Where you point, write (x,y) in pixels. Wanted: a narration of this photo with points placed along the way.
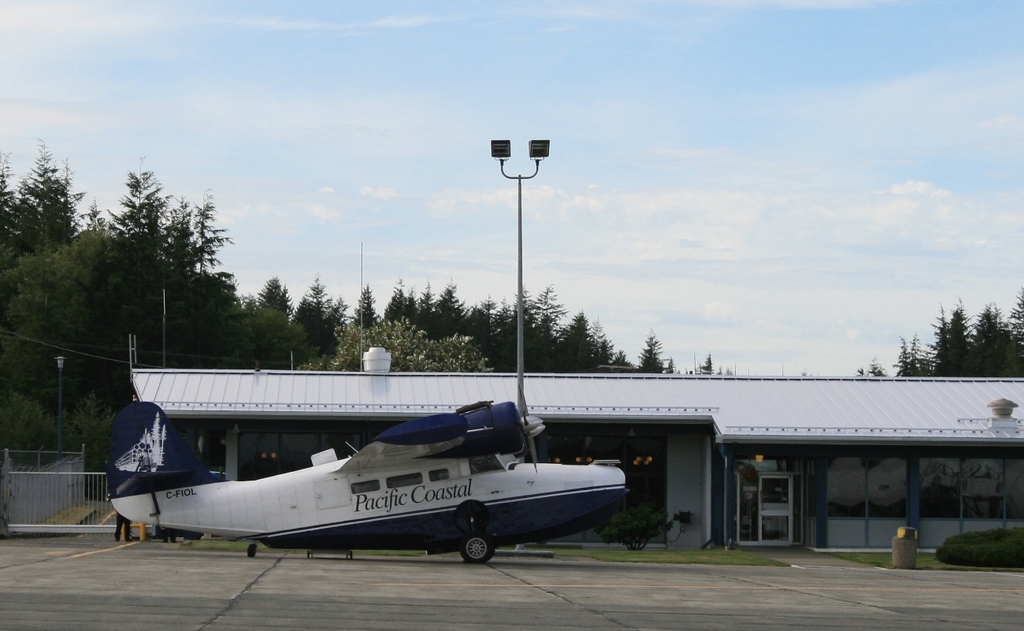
In the middle of the image (427,420) there is a plane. Behind the plane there are some plants (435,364), grass (1021,568) and shed (955,466) and poles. Behind the shed (1007,466) there are some trees (389,318). At the top of the image (786,74) there are some clouds (340,274) and sky (365,205).
